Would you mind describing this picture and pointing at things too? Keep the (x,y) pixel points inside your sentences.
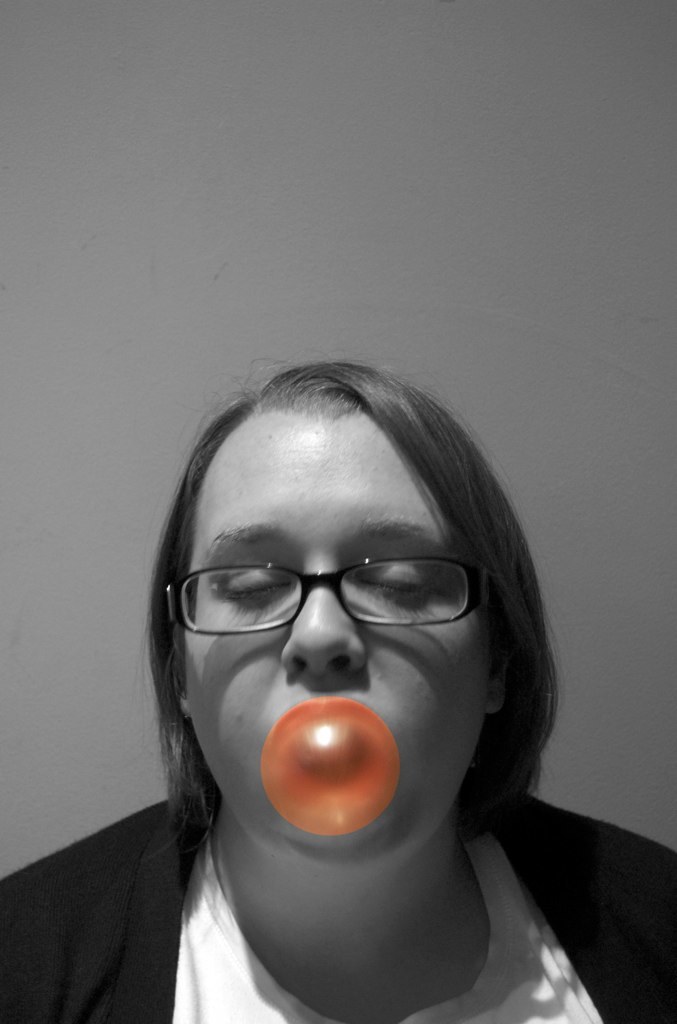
This is an edited image. In this image we can see a woman (331,693) blowing a bubble gum (311,785). On the backside (431,318) we can see a wall (221,312).
